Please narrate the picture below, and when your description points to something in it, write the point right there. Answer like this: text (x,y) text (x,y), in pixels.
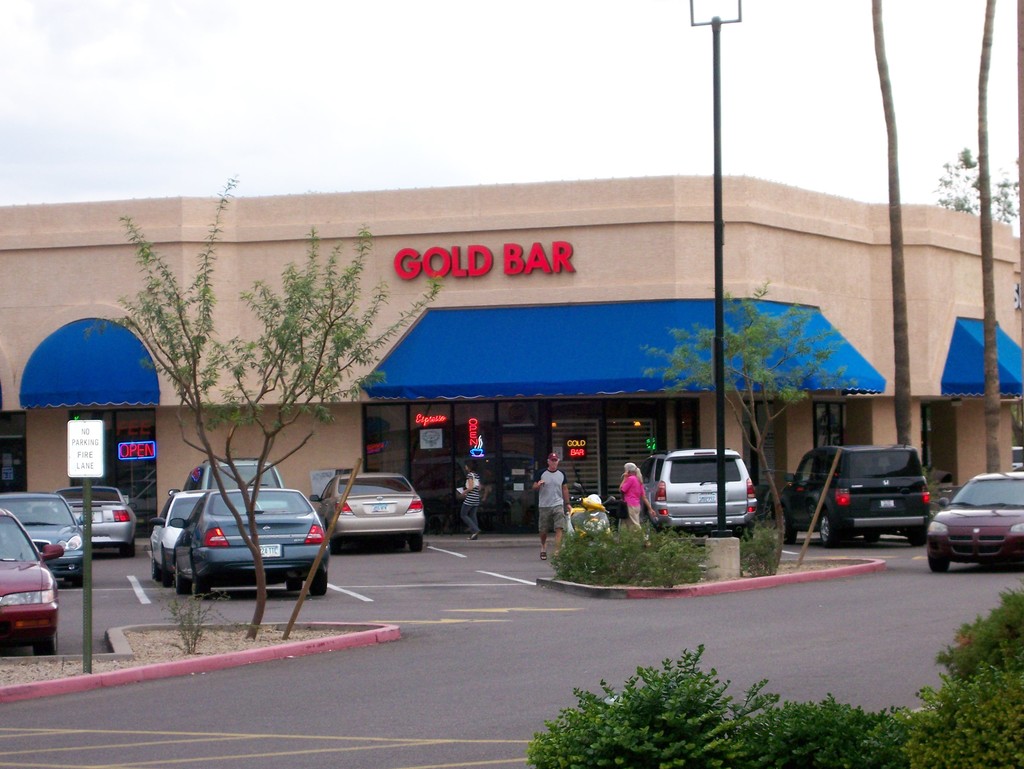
The picture is taken outside the city. In the foreground (766,706) there are plants (701,681) and a road (353,594). In the center of the picture (682,507) there are cars (936,525), trees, plants (778,549) and a pole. In the background (552,426) there are people (550,485) and building (450,255). Sky (731,14) is cloudy.
